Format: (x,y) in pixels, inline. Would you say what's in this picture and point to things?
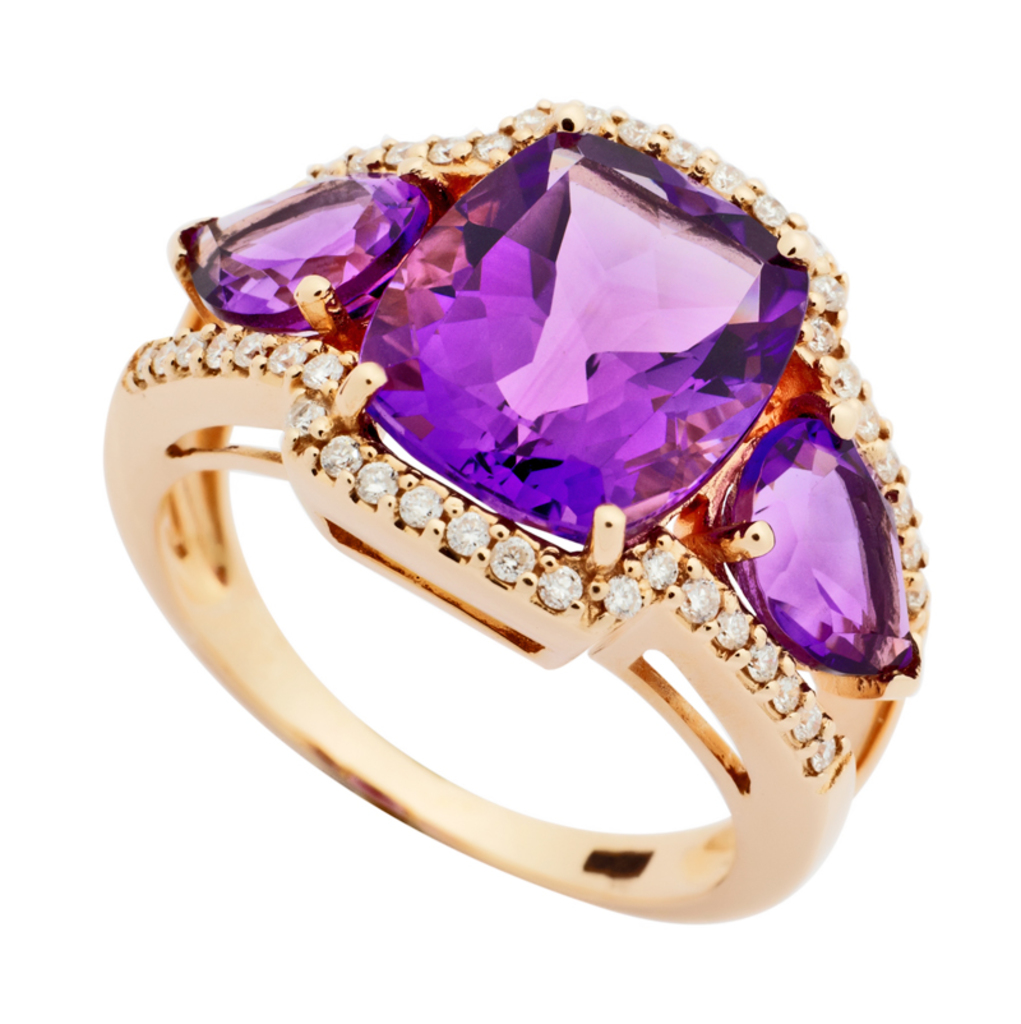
In this image we can see a ring (623,657) with some stones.
